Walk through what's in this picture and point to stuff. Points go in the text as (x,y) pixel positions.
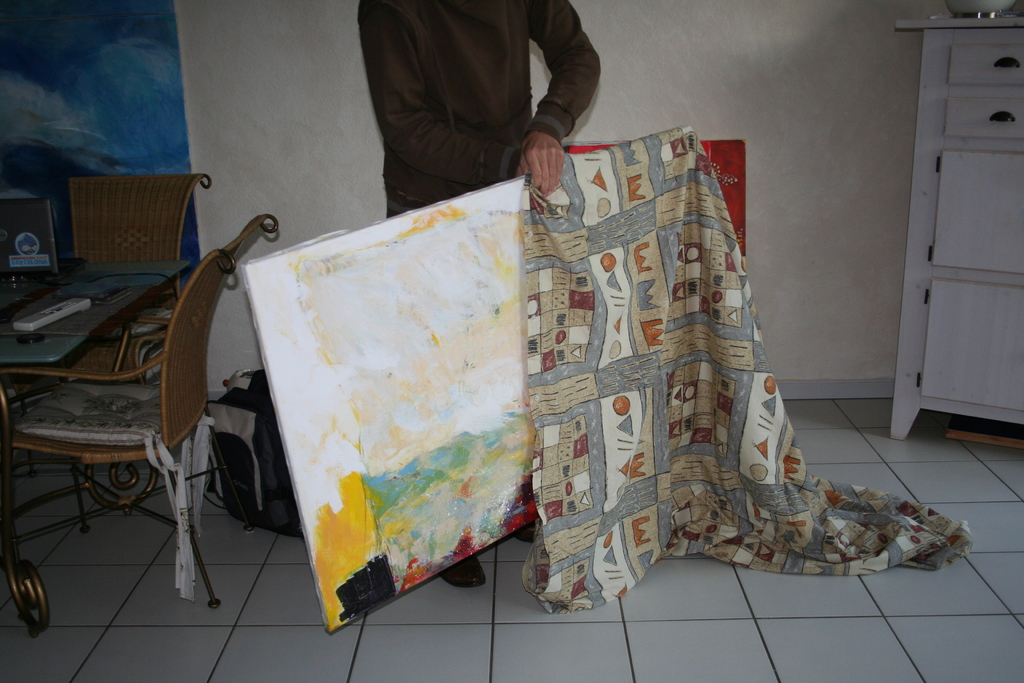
A man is standing on the floor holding painted boards (445,400) and a cloth (642,314) on it. Beside him on the left (89,474) there is a chair (137,454), table (100,320). On the table (75,329) we can see remote (54,316). On the right (968,154) there is a cupboard (918,123). Behind him there is a wall (298,68).
